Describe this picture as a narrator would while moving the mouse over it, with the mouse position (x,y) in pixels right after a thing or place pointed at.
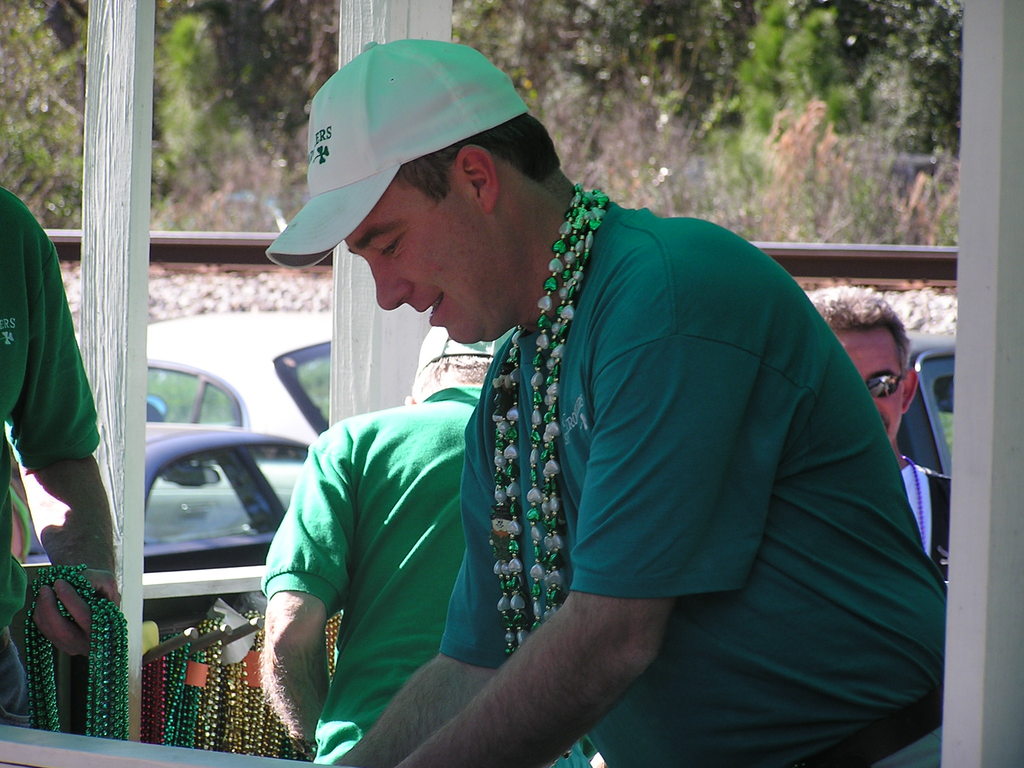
In the middle of the image (539,433) we can see a man (537,276) and he wore a cap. In the background (441,548) we can see people (2,710), vehicles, poles (964,430), trees (649,141), and other objects (49,753).
